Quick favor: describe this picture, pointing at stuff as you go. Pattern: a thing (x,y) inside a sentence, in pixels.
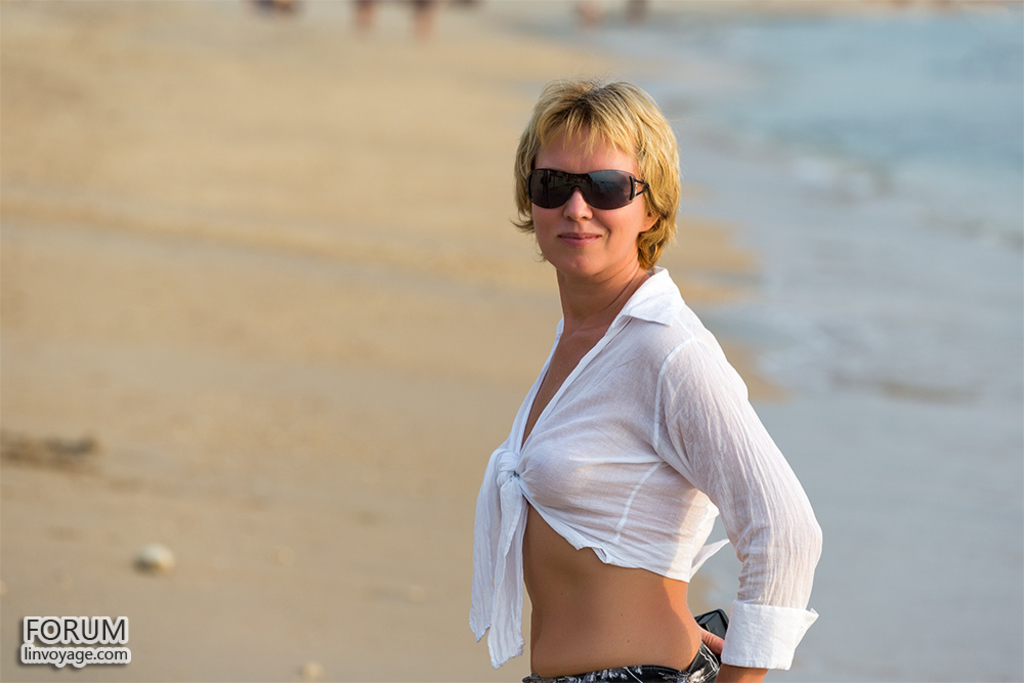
In this image, we can see a lady (555,153) wearing spectacles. We can also see the blurred background (72,198) and also some text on the bottom left corner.
